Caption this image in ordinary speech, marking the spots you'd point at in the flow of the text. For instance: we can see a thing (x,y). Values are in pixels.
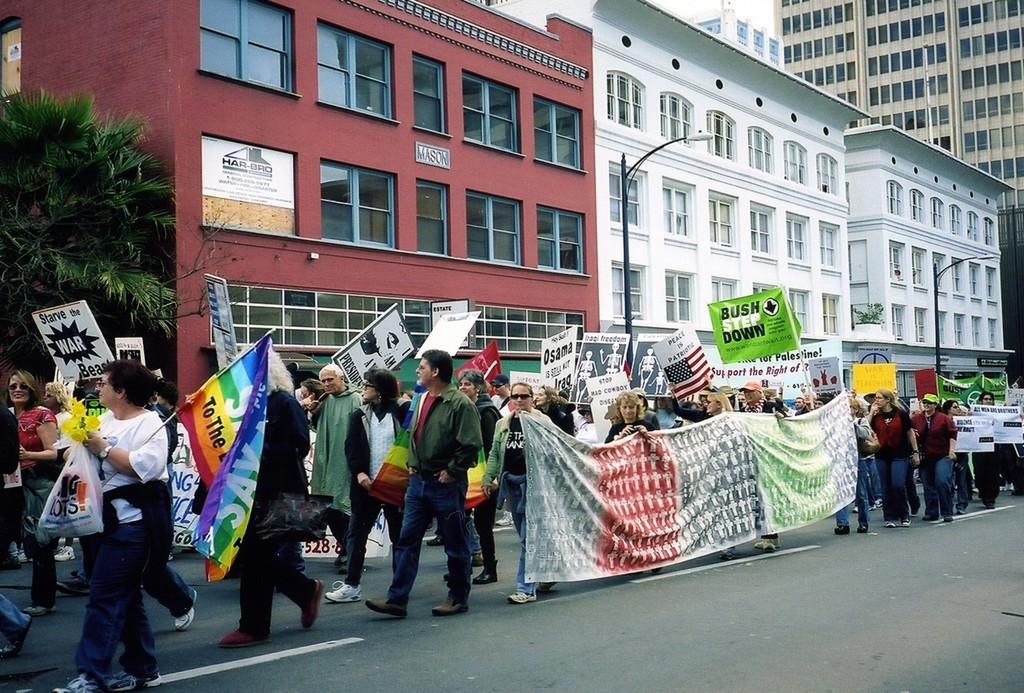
This picture describes about group of people (293,438), they are walking on the road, few people (359,434) holding flags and few people (521,440) holding placards (694,359), in the background (829,199) we can see few buildings (364,177), trees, poles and lights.
